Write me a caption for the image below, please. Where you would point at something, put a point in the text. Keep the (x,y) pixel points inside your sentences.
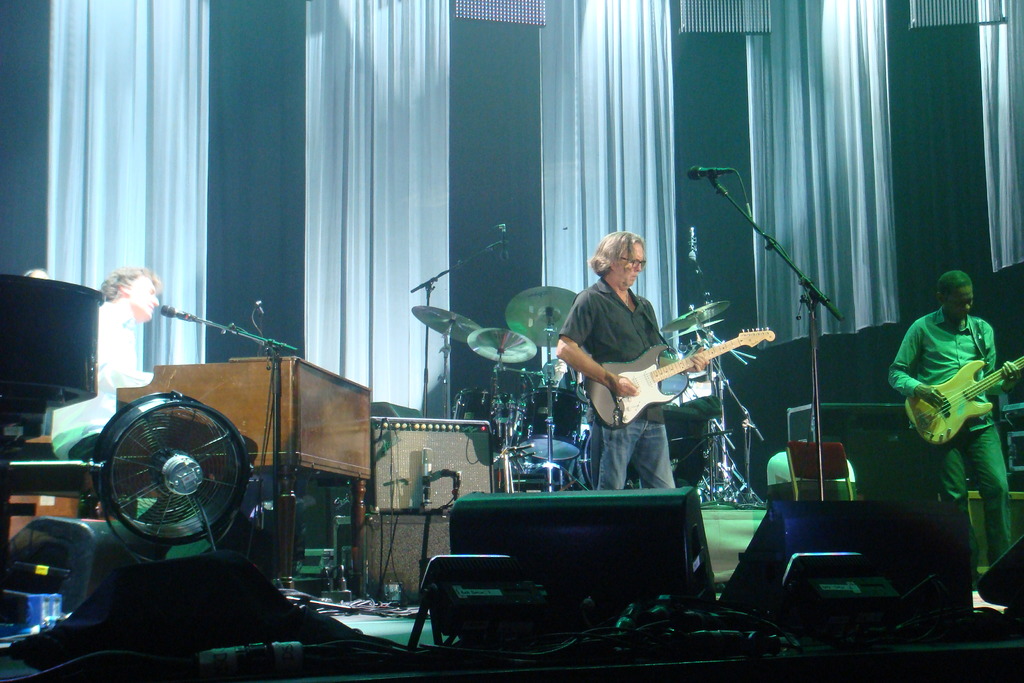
In the image there is a man (616,349) playing guitar (668,395) and around him there are many other instruments (26,311) and two other people (121,309) also playing some music, in the background (131,200) there are curtains (784,219).
